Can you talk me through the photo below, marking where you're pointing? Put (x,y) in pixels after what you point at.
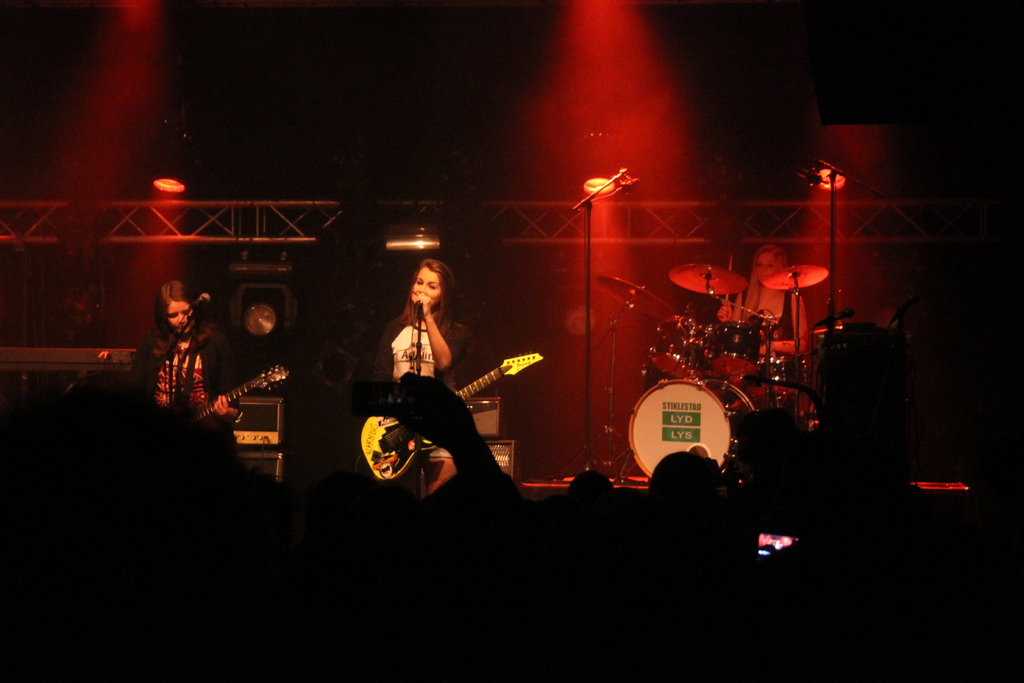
In this image we have two women (198,371) who are holding guitar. The left of the girl (212,381) is playing guitar (234,398) in front of the microphone (186,331) and right side of the woman (396,339) is singing song in front of the microphone (418,363). Right side of the image (702,405) we have musical instruments (740,323) on the stage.
